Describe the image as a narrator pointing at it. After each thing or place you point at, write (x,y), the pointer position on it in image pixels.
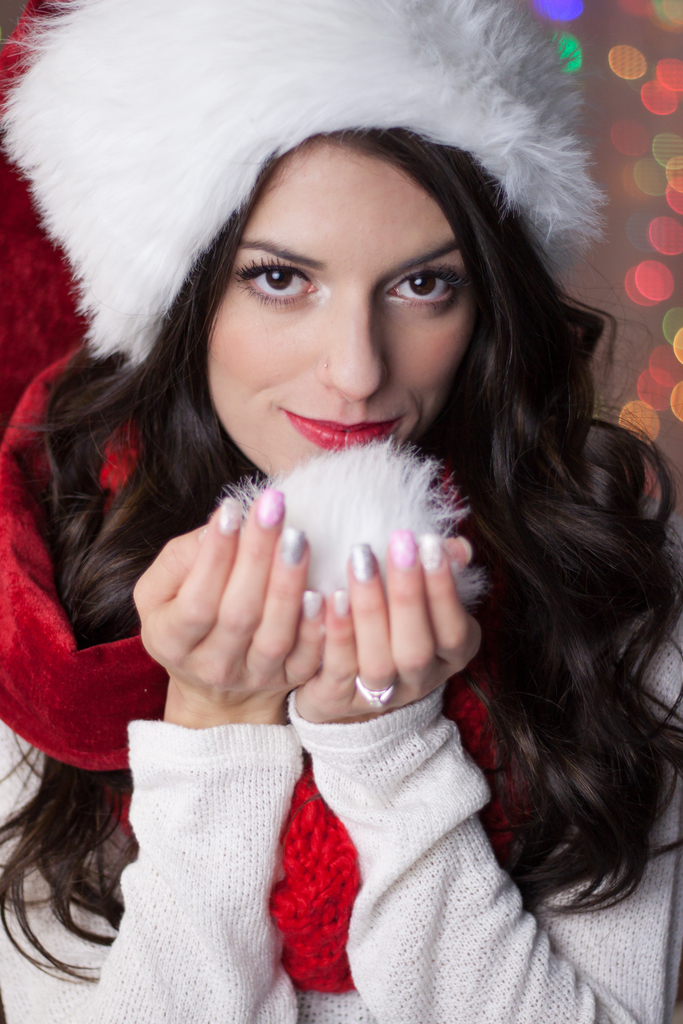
In this image we can see a lady (372,572), there is an object (351,494) in her hands (370,559), and the background (661,299) is blurred.
